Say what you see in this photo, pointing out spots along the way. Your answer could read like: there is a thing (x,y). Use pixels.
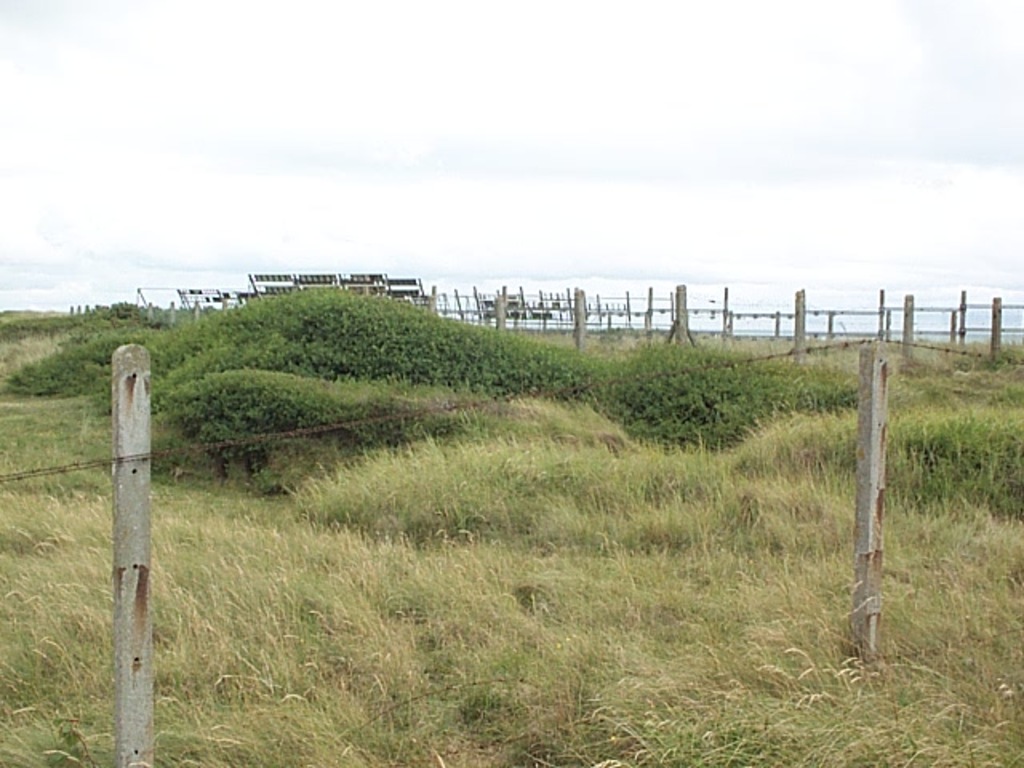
In this image there is a grass (422,559) in the middle (410,459) which is covered by the fencing (861,408). At the top (633,89) there is sky (485,24). In the middle (435,346) there are plants (444,346) beside the grass (445,503).
